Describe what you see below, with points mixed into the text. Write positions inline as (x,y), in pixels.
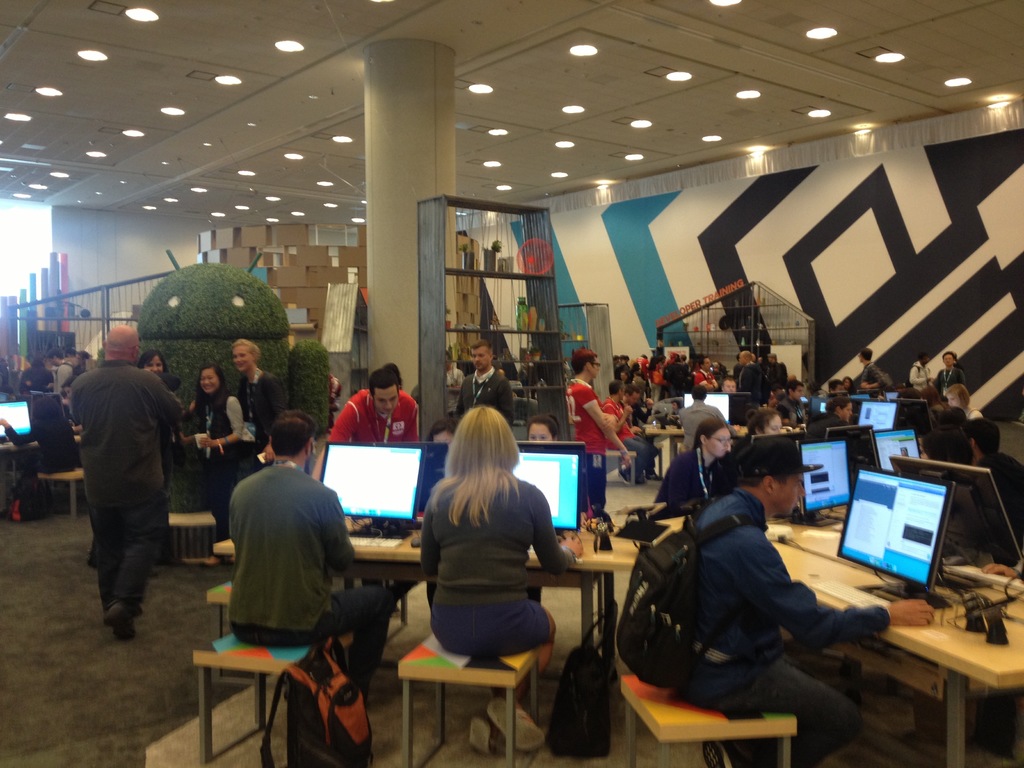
In this image i can see few persons (733,591) sitting and working on a computer (886,502) at the back ground (711,378) i can see few other persons (397,398) standing, a small plant (176,359), a pillar (379,250), a wall (145,231) and at the top (43,90) there is a light (176,111) beside the pillar (392,217) there is a wooden rack (439,276).
